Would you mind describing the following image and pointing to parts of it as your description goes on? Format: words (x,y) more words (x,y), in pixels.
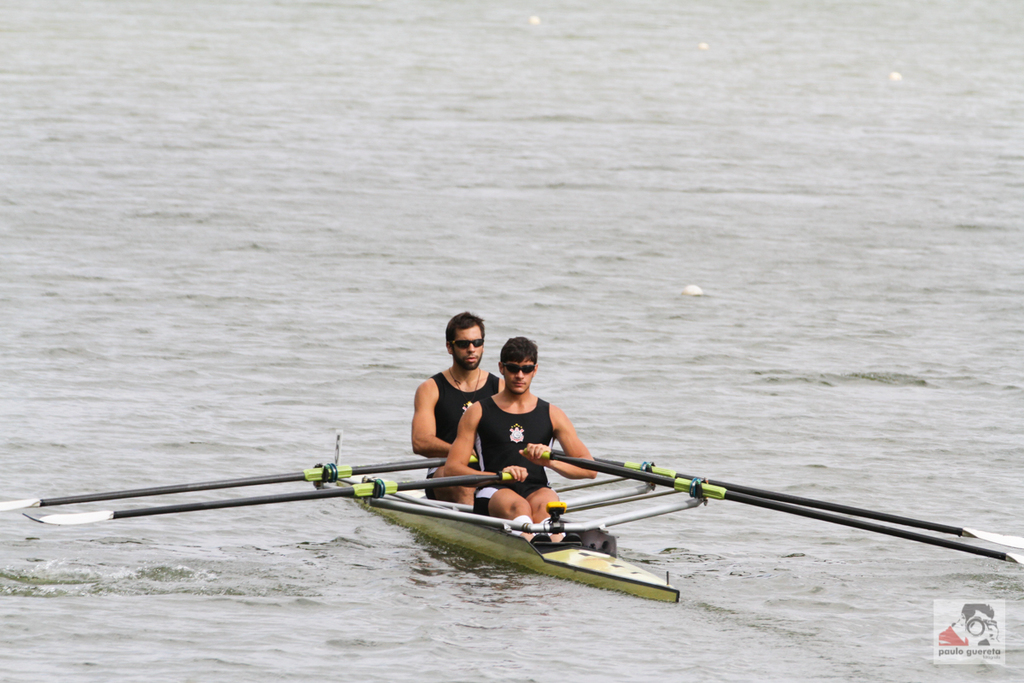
In this picture there is a boat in the center of the image (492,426), on the water (412,390) and there are two men (504,380) on the boat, by holding oars (314,478) in their hands (519,475) and there is water (628,234) around the area of the image.
